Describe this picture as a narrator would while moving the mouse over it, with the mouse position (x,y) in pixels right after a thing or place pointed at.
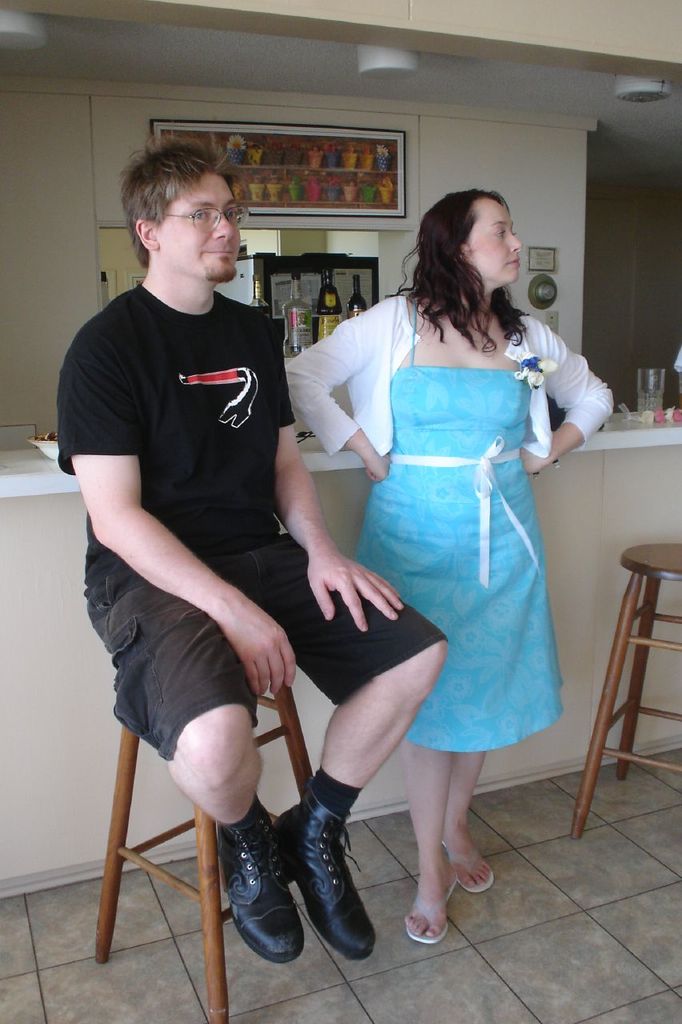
In this image there are two persons (280,514). One person (201,672) is sitting on a stool (158,879). At the back side (330,310) I can see bottles (336,313) and a glass (645,392).
